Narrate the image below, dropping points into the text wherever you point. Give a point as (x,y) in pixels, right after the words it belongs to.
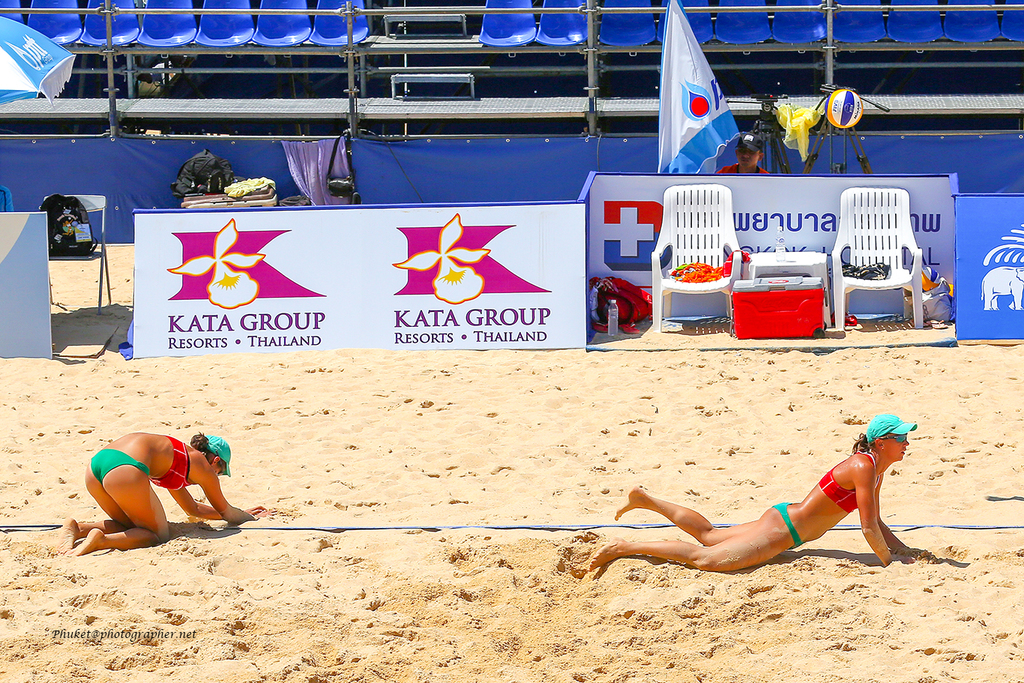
In this picture there are two women (676,526). One of them was laying on the sand (867,611), wearing a cap (904,429) on her head (888,457). There is a poster (272,313). We can observe two white color chairs (879,226). There is a flag (690,96) behind the chairs (872,254). In the background (168,30) there is a railing (946,47) and there are some chairs (216,30) here.
